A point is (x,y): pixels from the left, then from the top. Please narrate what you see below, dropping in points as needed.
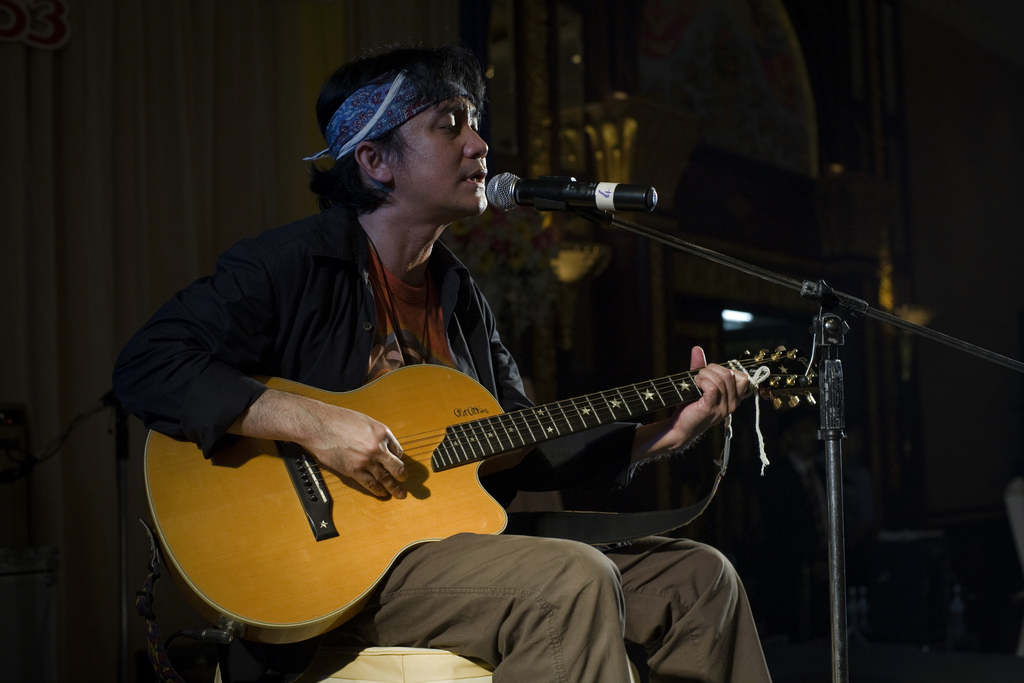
There is a man (322,212) who is playing guitar (465,464) and he is singing on the mike (499,196).
